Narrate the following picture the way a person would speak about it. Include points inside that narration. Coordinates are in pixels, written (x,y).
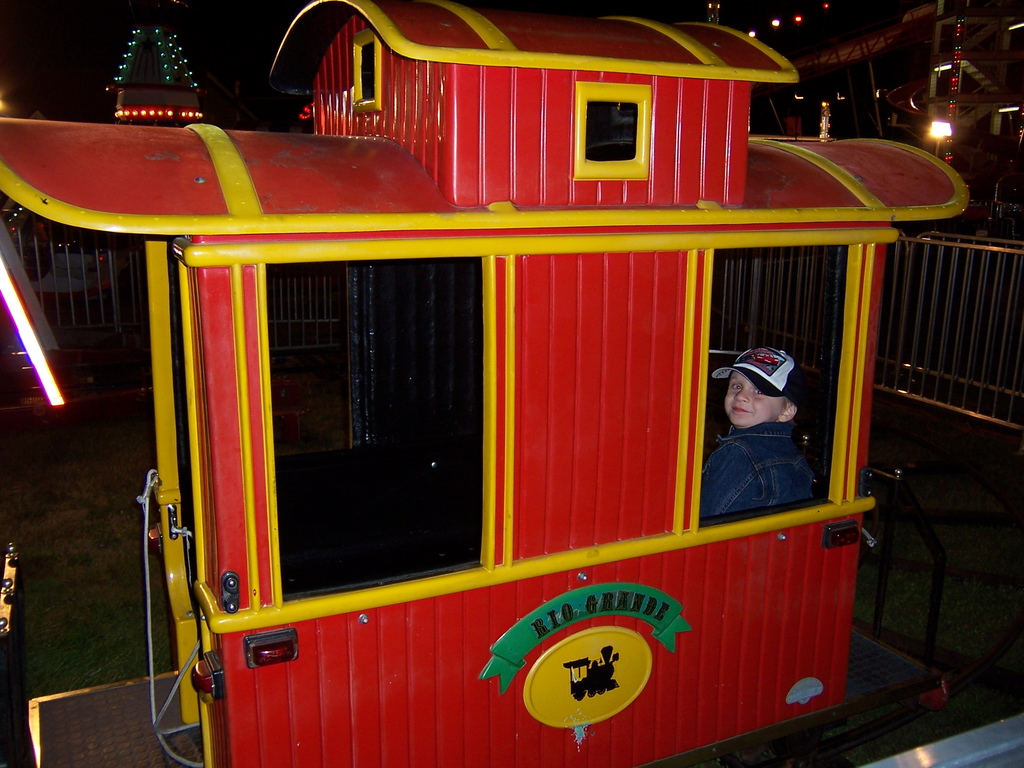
In this image there is a boy (740,427) sitting in a toy train (532,501), in the background (985,359) there is a railing (976,245) and there are lights (840,98).
